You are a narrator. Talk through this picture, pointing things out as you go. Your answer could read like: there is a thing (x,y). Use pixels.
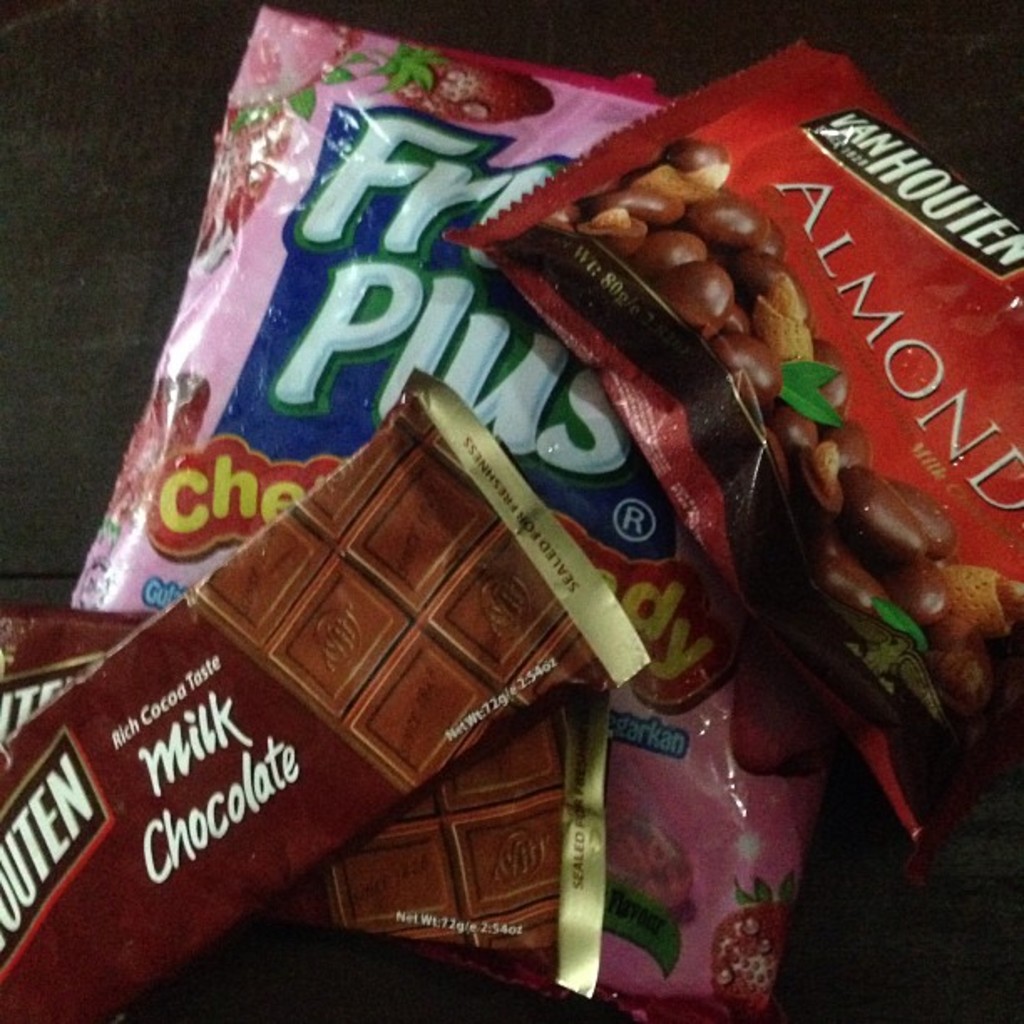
This image consists of chocolates (515,478) kept on the floor (60,336).
